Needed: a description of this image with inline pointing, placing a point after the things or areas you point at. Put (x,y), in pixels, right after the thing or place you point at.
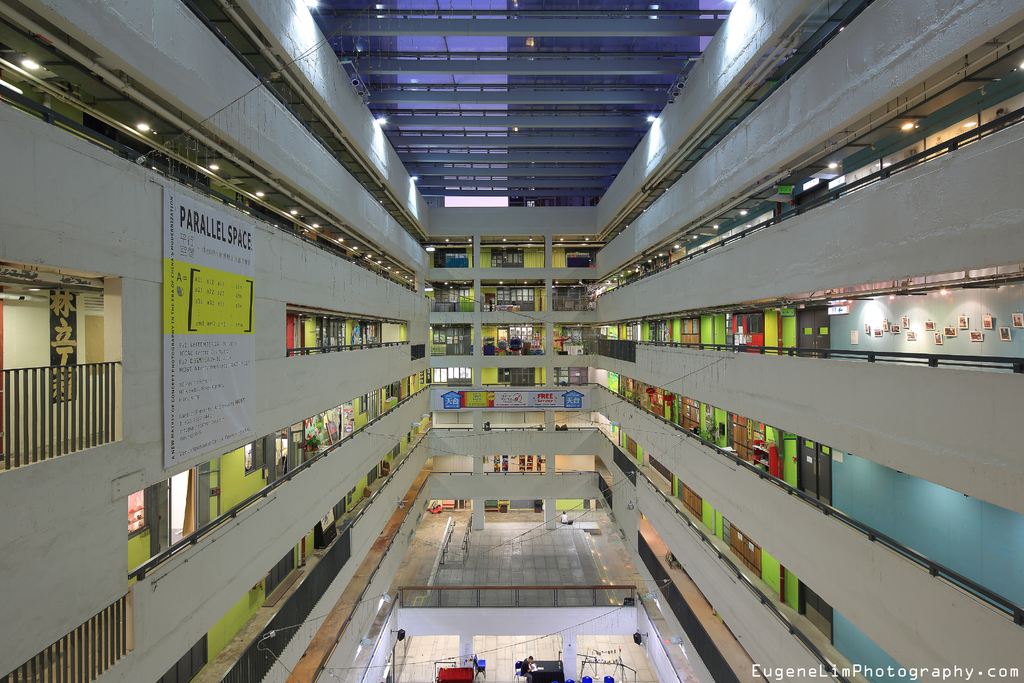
In this image we can see the inside view of the building (363,266) that includes railings (954,144), shops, lights (530,40) and poster (196,287) with some text (219,285).
